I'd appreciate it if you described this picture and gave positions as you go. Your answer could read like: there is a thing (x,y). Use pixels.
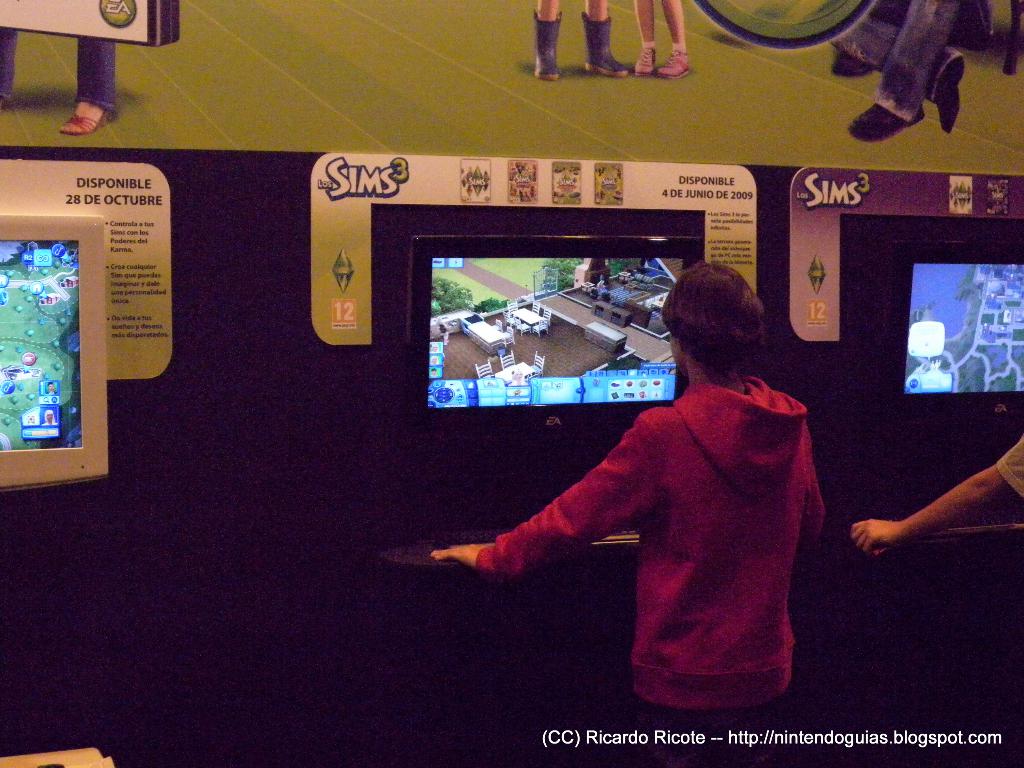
In this picture I can see few people (750,514) are standing in front of the screen (573,361) and playing game.
